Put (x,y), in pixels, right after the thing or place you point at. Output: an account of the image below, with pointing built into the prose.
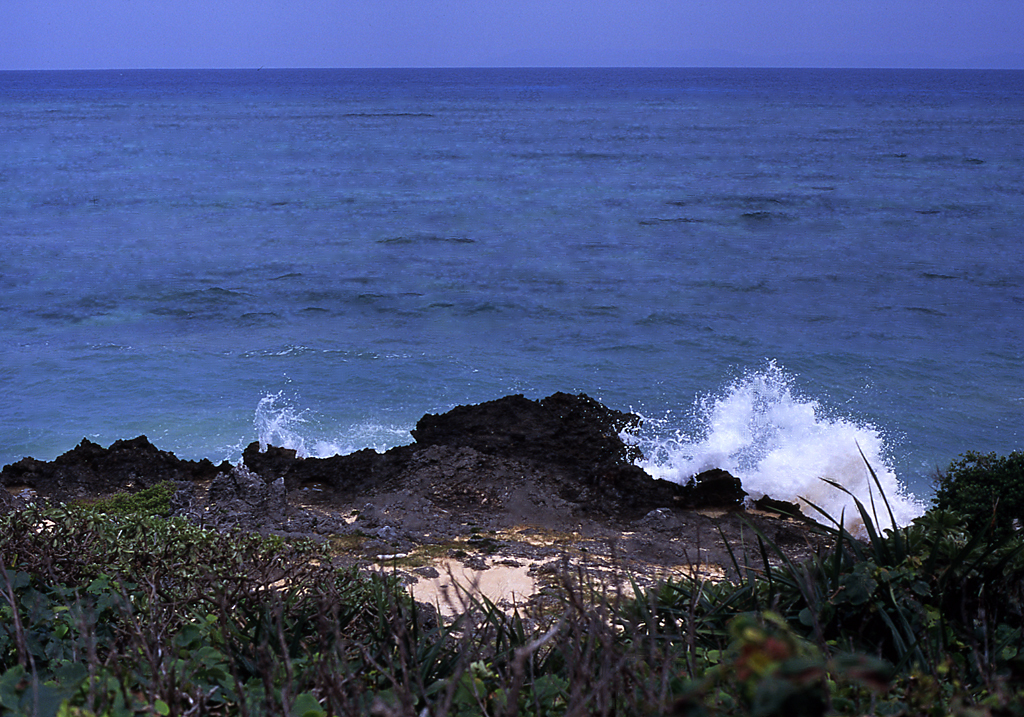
In the image there is ocean (281,277) in the background (617,247) with sky (620,61) above it and in the front (350,623) there are plants (443,622) on the land (442,586).
